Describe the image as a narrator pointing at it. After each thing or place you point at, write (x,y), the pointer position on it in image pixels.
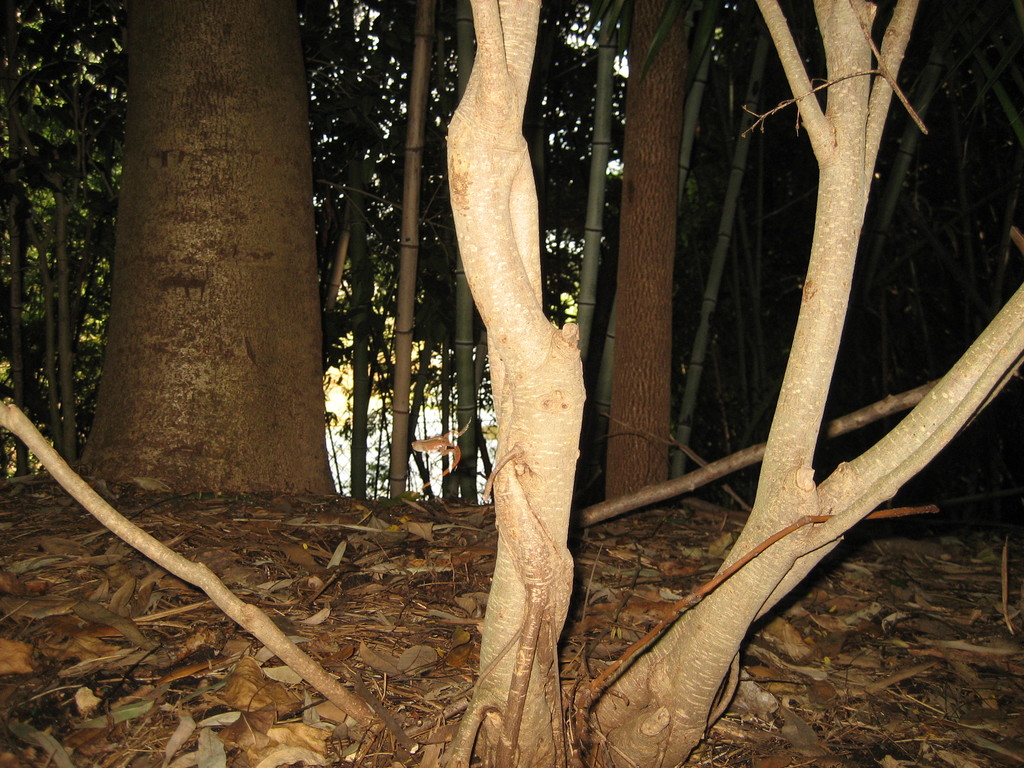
There are trunks (839,209) in the foreground area of the image (708,716), there are trees (278,278) and dry leaves (338,505) in the background area (618,354).
